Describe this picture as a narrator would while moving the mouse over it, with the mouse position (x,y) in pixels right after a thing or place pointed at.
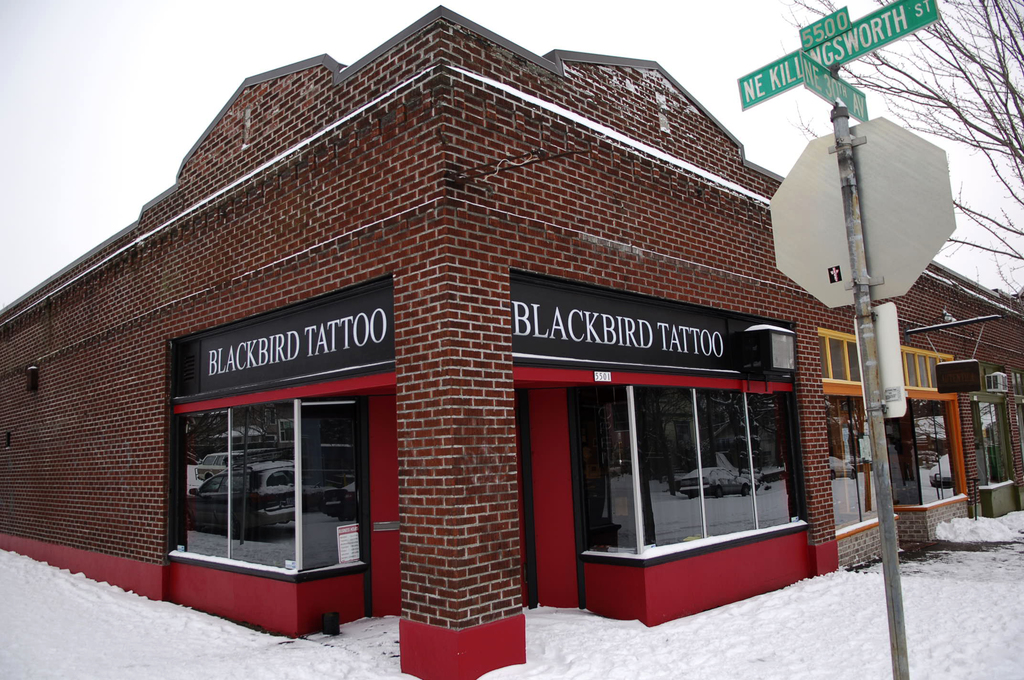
In the center of the image (516,264) we can see building (432,369), windows (734,458) and door (372,506). On the right side of the image (931,191) we can see sign boards (818,64) and tree (888,80). In the background (720,27) there is sky (89,71). At the bottom (819,626) there is snow (634,638).
